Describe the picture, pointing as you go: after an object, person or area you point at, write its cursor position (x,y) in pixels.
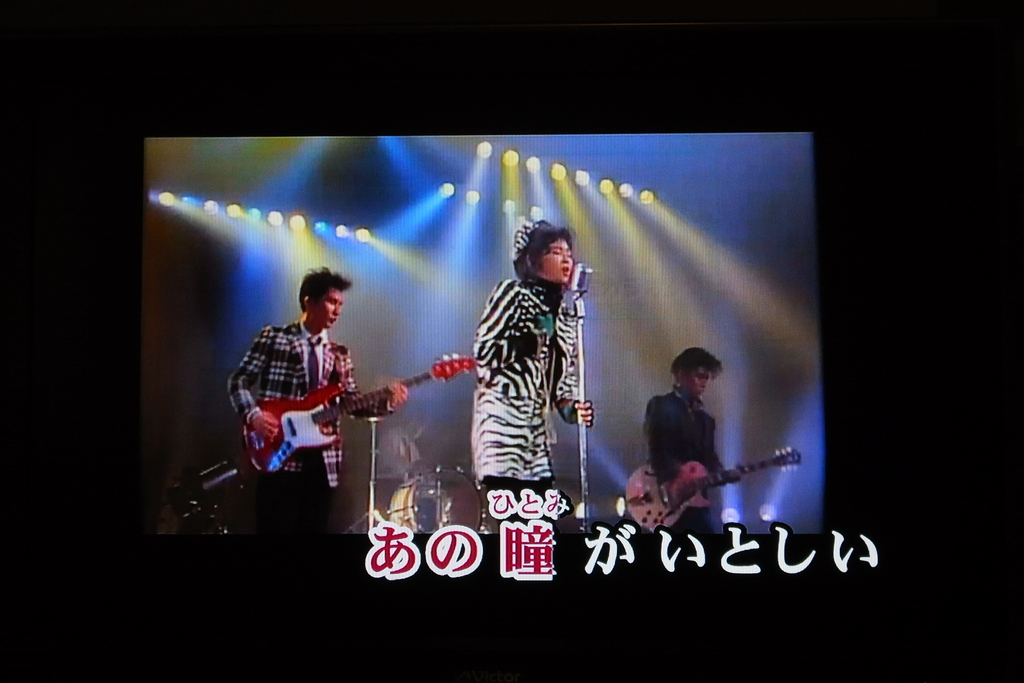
In this picture, we can see the screen (505,449), we can see three persons (683,446), and among them two are holding musical instruments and one person (564,315) is holding micro phone (580,277), we can see musical instruments (434,508) and lights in the background (424,471), and some text (400,572) in the bottom side of the picture (559,499).
